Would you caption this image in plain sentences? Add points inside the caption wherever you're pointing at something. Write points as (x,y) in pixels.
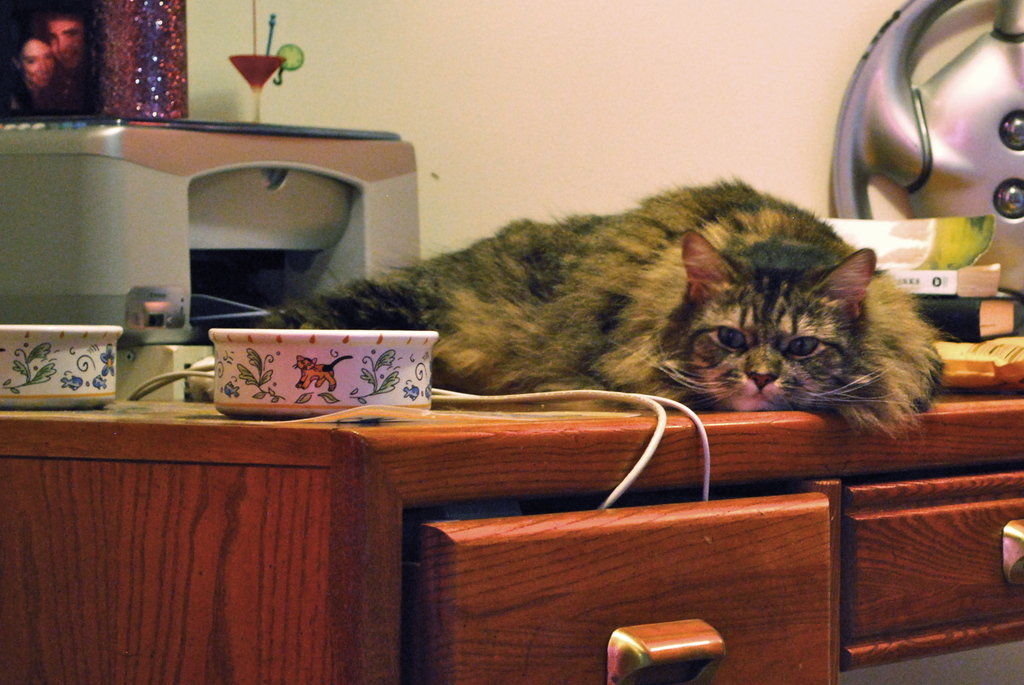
A cat (458,263) is lying on a table (297,460). There are two bowls (258,383), printer (281,230), books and other articles (961,242) on the table (360,420). There are two drawers (551,604) under the table (326,428).
